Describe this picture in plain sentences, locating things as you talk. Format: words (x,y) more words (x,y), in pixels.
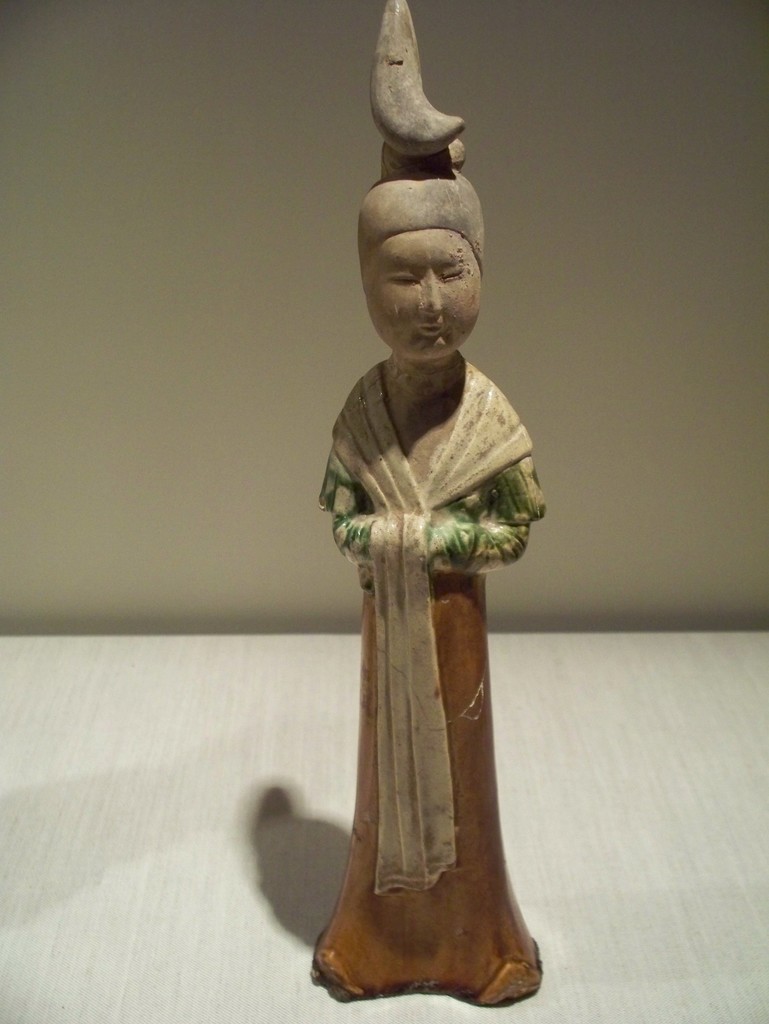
In this image there is a person idol (384,234) on the table (38,673). Person (436,843) is wearing dress (476,711).
